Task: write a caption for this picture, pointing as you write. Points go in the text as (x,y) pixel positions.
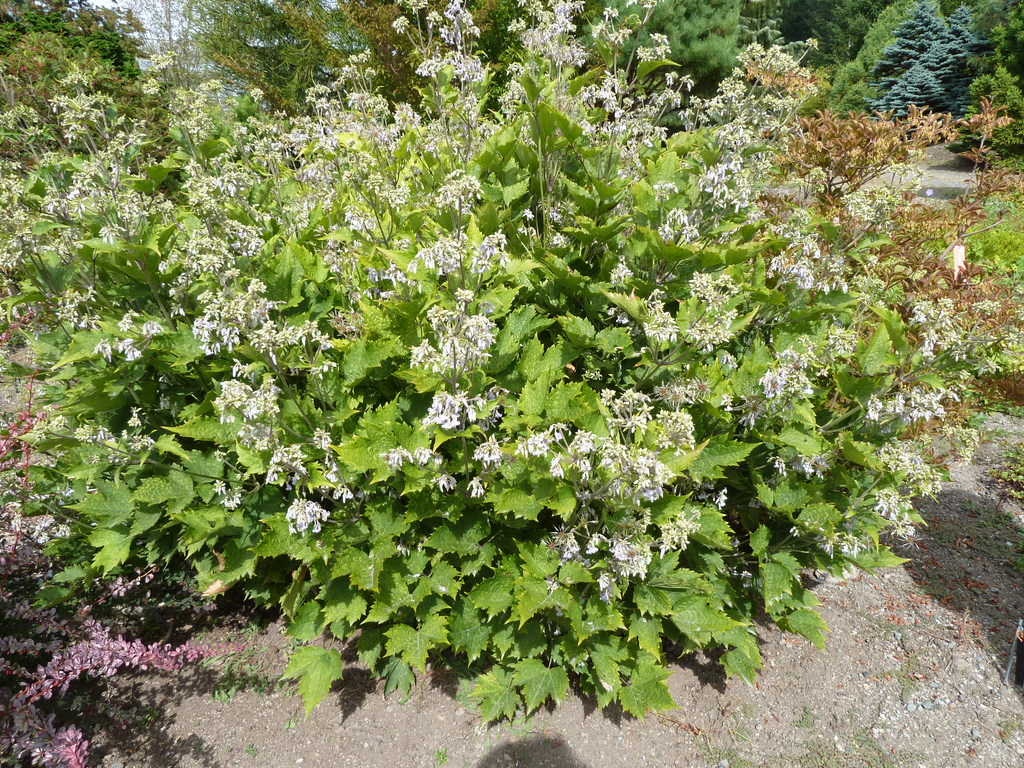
In the middle of the image (360,457), there are plants (560,627) having white color flowers (550,470) and green color leaves (466,544) on the ground (825,643). On the left side (22,589), there is a plant (20,718). On the right side (952,573), there are shadows (979,621) of some objects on the ground (1009,597). In the background (1010,25), there are trees (111,31) and there is sky (130,4).
